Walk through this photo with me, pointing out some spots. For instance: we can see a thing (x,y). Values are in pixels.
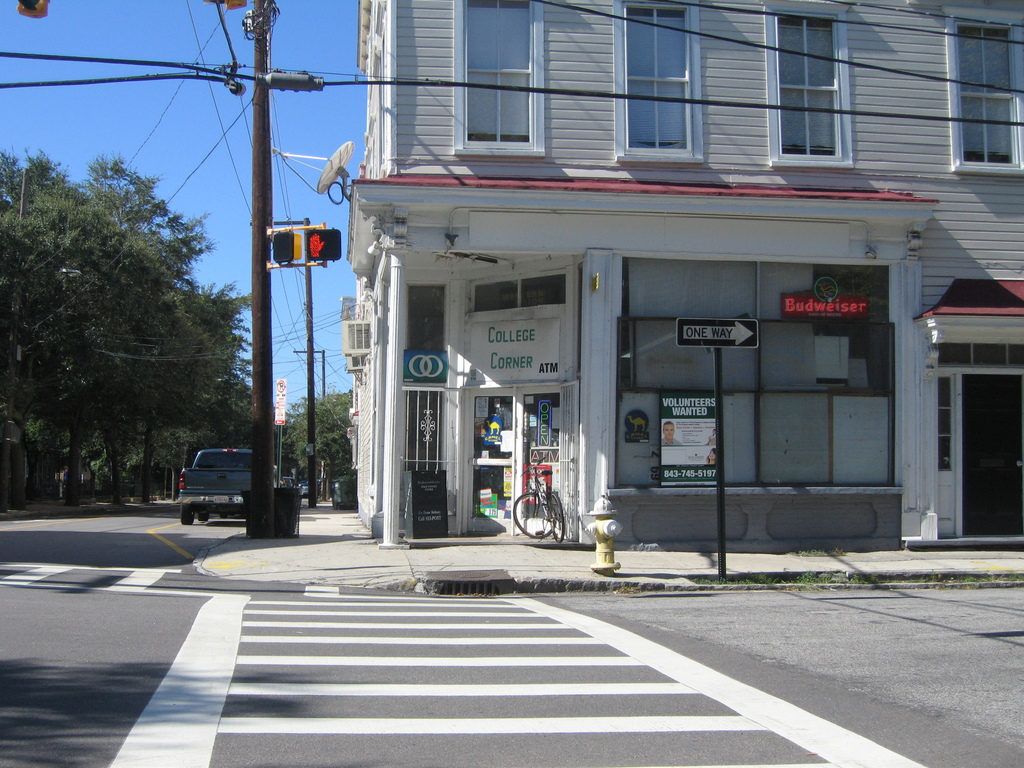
In this image we can see buildings (635,293), windows (635,293), there are posters (783,298) with text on them, there is a vehicle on the road (133,571), there is a bicycle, there are poles (266,400), wires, trees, also we can see the dish antenna (325,173) and the sky (332,154).
